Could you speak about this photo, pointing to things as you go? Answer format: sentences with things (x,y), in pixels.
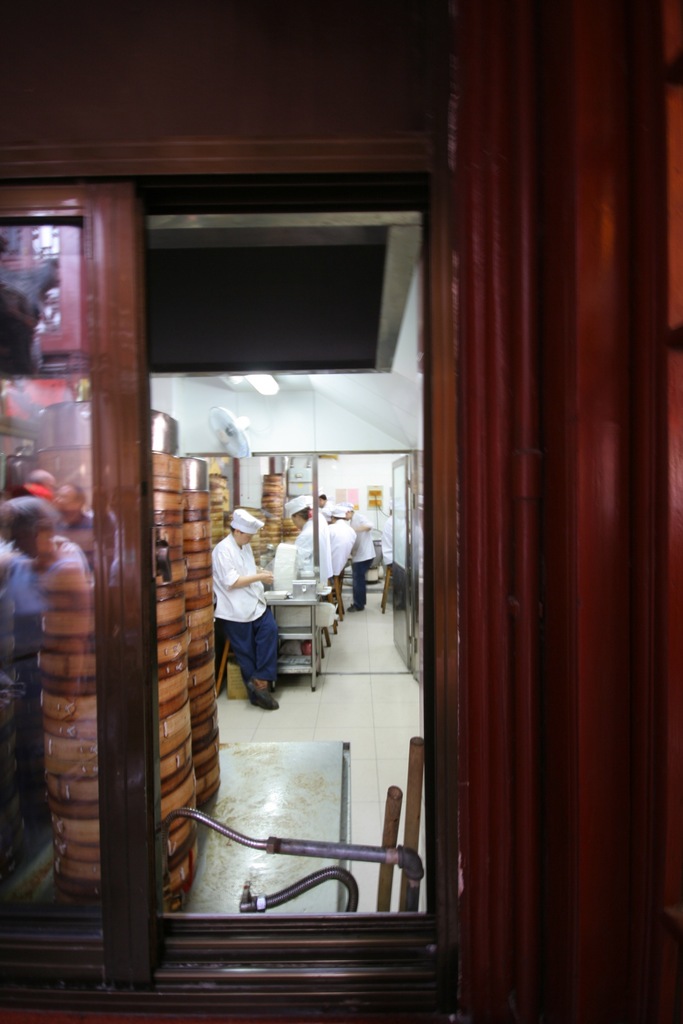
In the picture I can see the glass windows (45,861) through which we can see some objects (163,778), people (392,523) wearing white color aprons (392,523) and caps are standing, we can see the table fan (229,420), and ceiling lights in the background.
